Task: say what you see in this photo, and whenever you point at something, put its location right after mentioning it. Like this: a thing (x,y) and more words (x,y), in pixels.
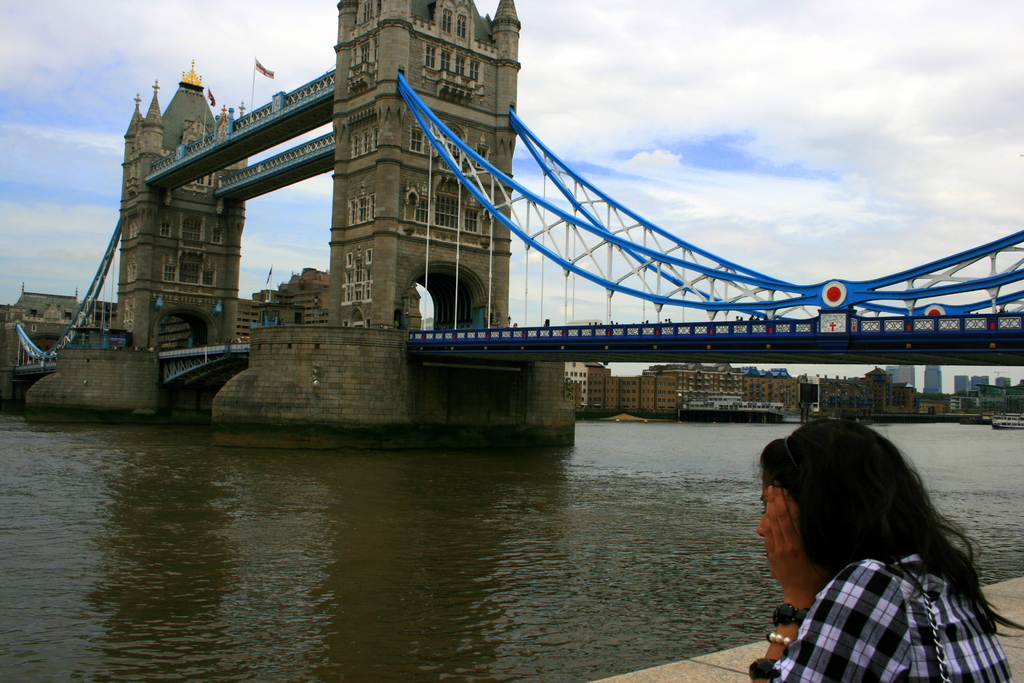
In the bottom right side of the image (774,499) a person (774,472) is standing. Behind her there is water (20,451). In the middle of the image (437,328) there is a bridge (470,343). Behind the bridge (149,311) there are some trees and buildings (821,389).
